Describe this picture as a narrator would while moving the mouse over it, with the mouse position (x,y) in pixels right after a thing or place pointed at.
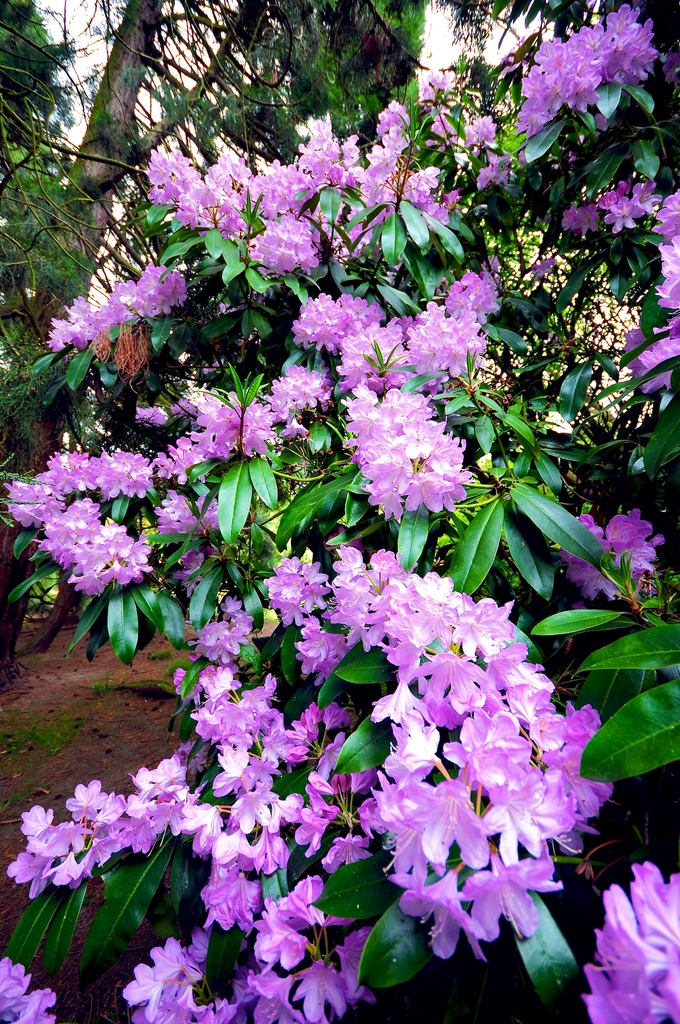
In this picture we can see flowers (98,518), trees (115,67) and in the background (218,152) we can see the sky (443,59).
